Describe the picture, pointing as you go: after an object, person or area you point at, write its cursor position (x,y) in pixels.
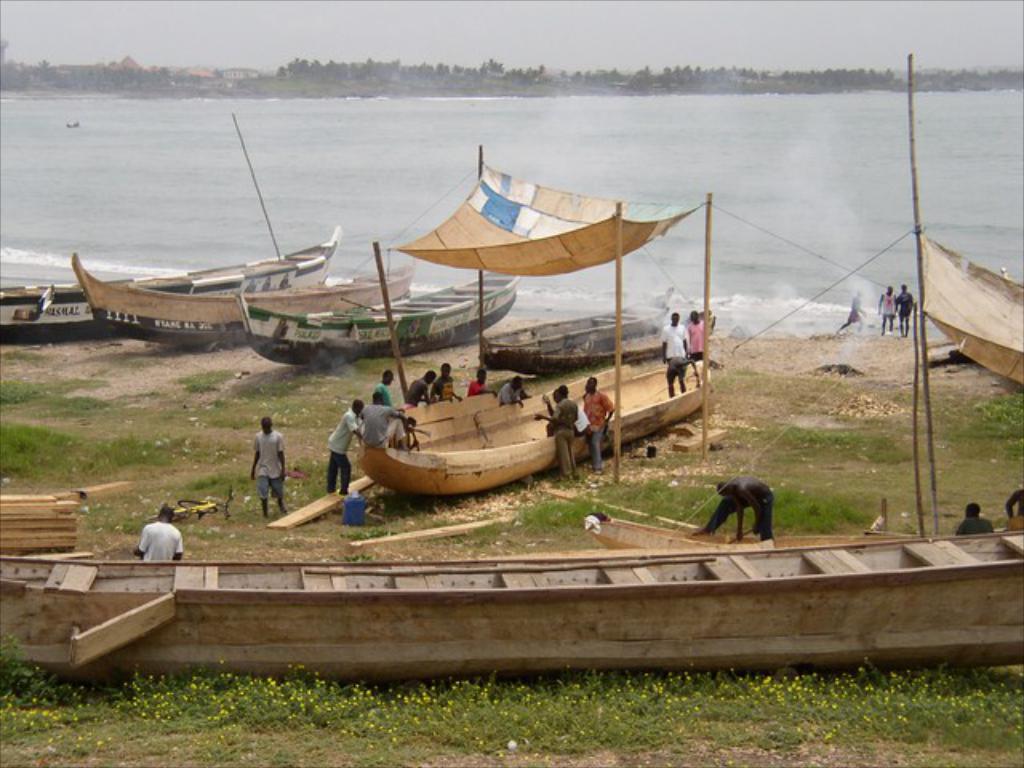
In this image we can see a group of people (889,299), some boats (530,459), grass (520,483), plants (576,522), a bicycle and some wooden poles (933,463) on the ground (864,518). On the backside (841,274) we can see a large water body (608,187), a group of trees (675,81), some buildings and the sky (260,42) which looks cloudy.
